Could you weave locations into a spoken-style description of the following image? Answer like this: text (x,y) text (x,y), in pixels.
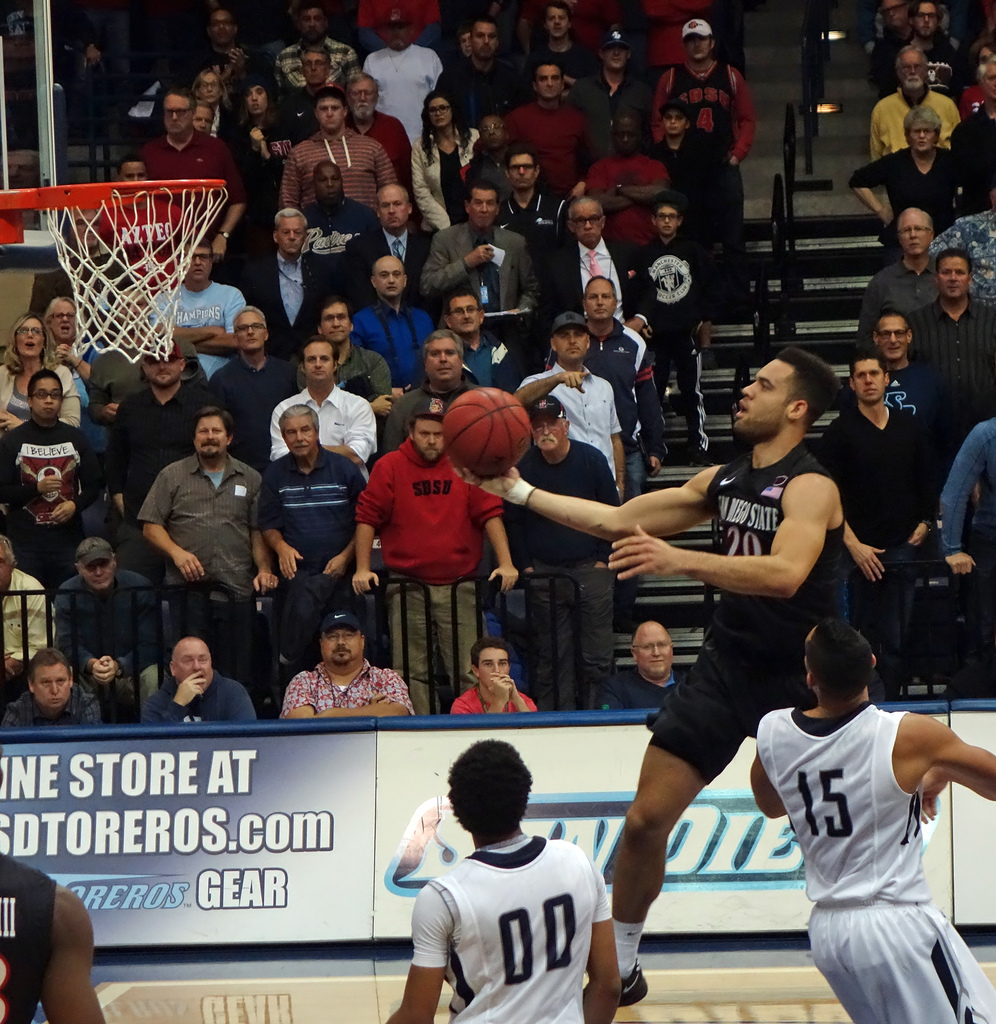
In the picture we can see some people (70,1023) are in a sports wearing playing a basketball and near to them, we can see a basketball net (168,239) and behind them, we can see a wall (225,941) with some advertisement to it and behind it, we can see audience (931,405) standing and beside them we can see some steps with a railing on it.
